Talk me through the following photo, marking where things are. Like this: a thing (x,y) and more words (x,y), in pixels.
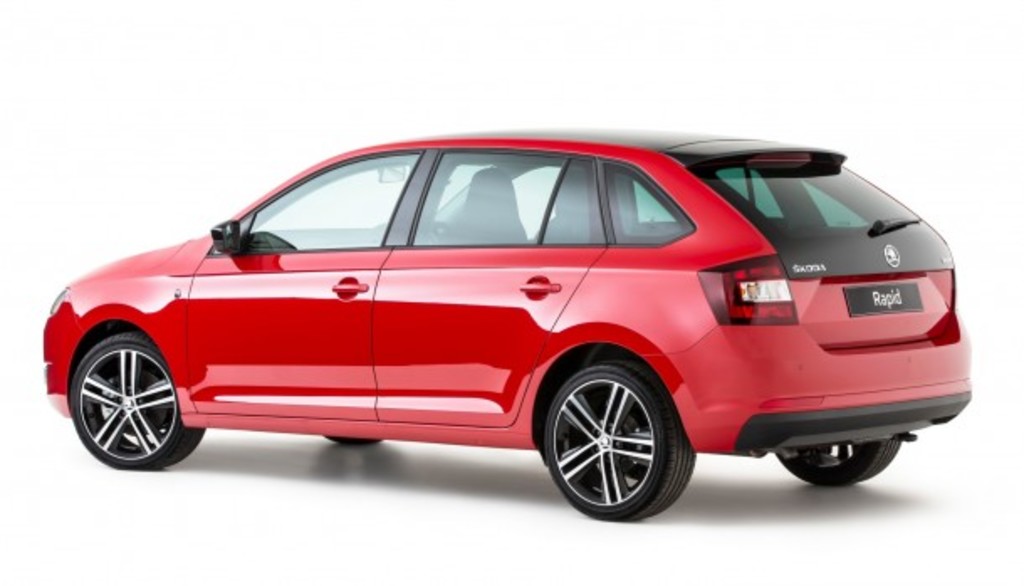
This picture shows a car (495,151). It is red in color and we see a white background (435,95).
